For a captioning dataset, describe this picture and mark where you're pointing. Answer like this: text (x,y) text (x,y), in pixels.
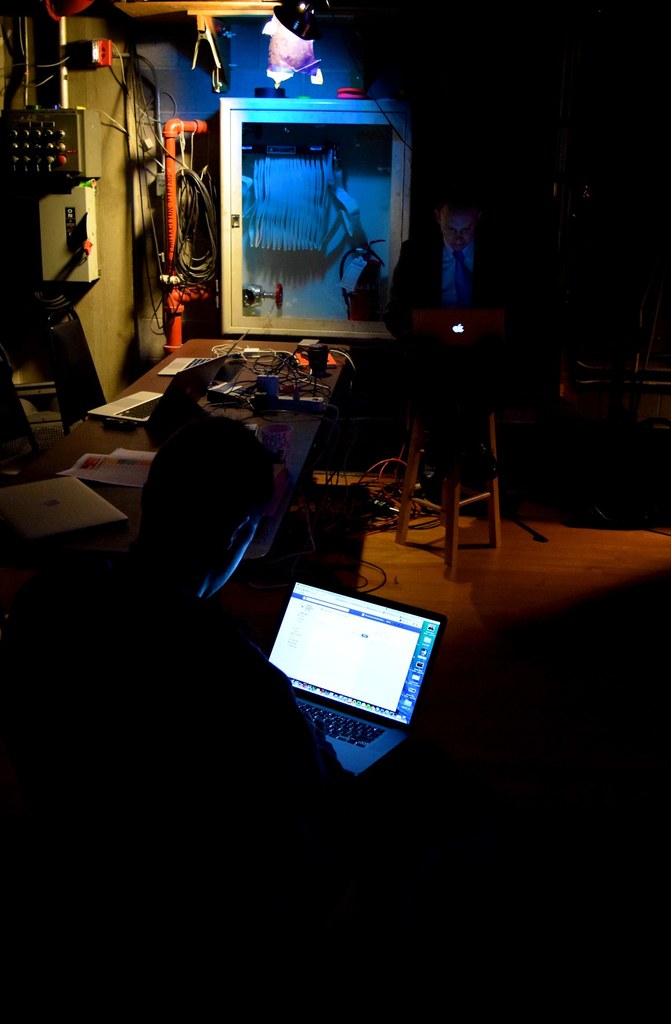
In this picture there is a person (184,653) and operating a laptop (392,643), there is another person (430,388) sitting here and operating a laptop (434,341). There is a table (279,416) beside him with some electrical stuff (240,385).
